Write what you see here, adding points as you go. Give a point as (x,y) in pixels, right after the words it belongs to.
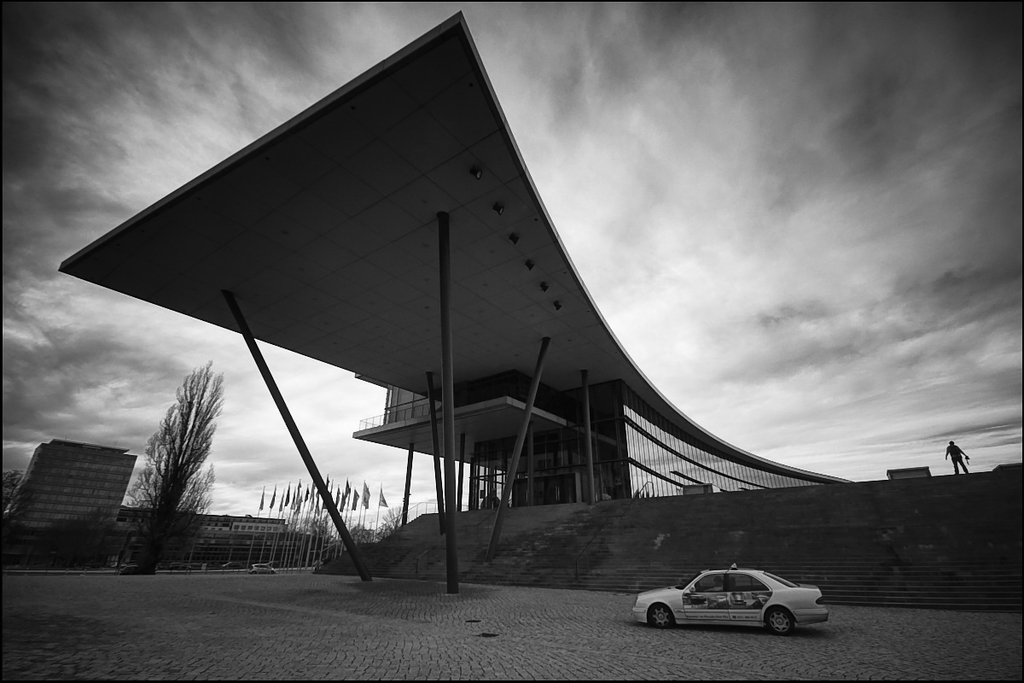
In this image I can see few buildings (114,536), trees (187,511), few flags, poles (340,524) and vehicles (749,620). The image is in black and white.
